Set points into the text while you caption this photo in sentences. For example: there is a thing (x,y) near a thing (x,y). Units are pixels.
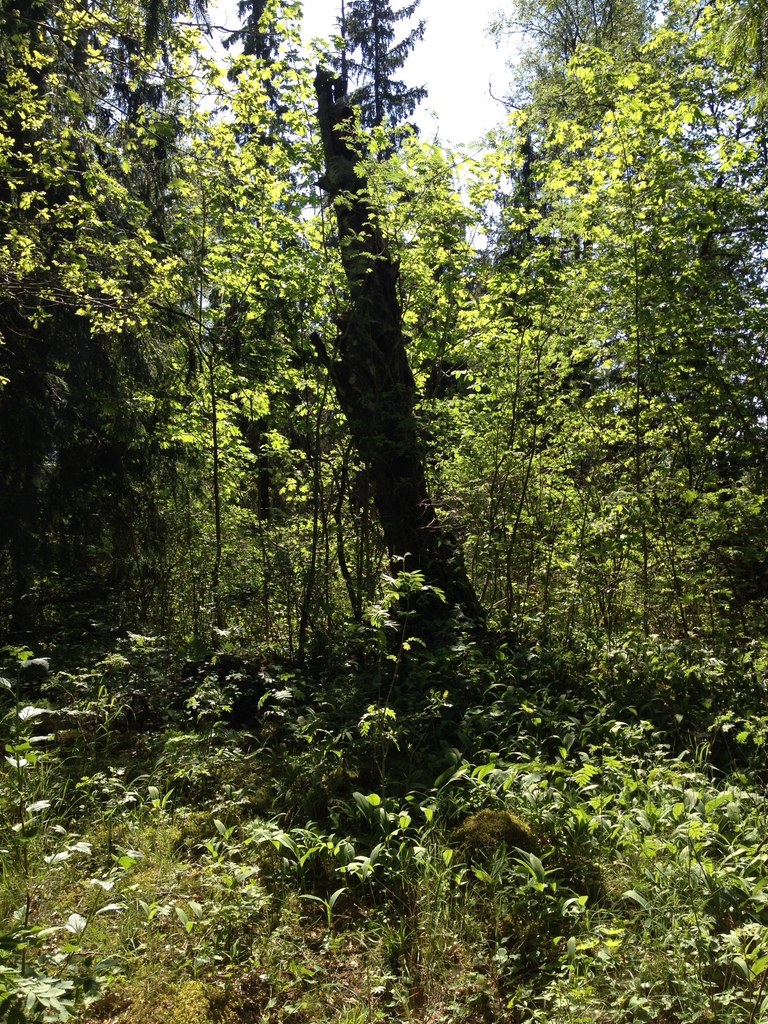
There are plants (482,907) and there's grass (140,879) on the ground (201,947). In the background (709,286), there are trees (618,271) and the sky (474,62).
